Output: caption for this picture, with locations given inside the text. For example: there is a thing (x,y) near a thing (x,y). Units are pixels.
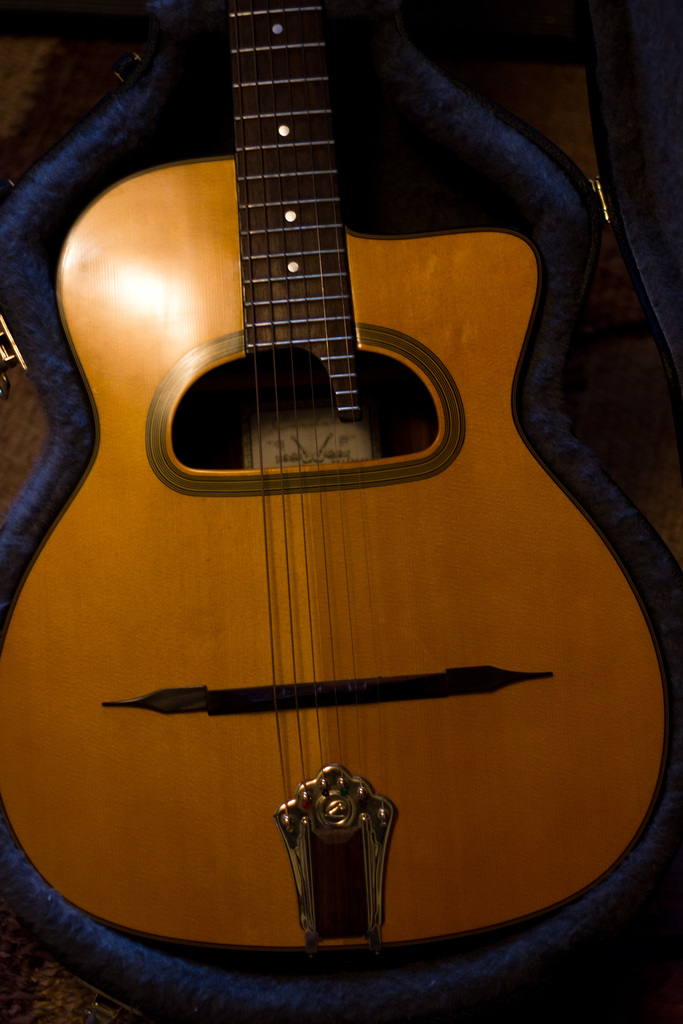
In this image there is one guitar (212,460) and one guitar cover (613,480) is there.
